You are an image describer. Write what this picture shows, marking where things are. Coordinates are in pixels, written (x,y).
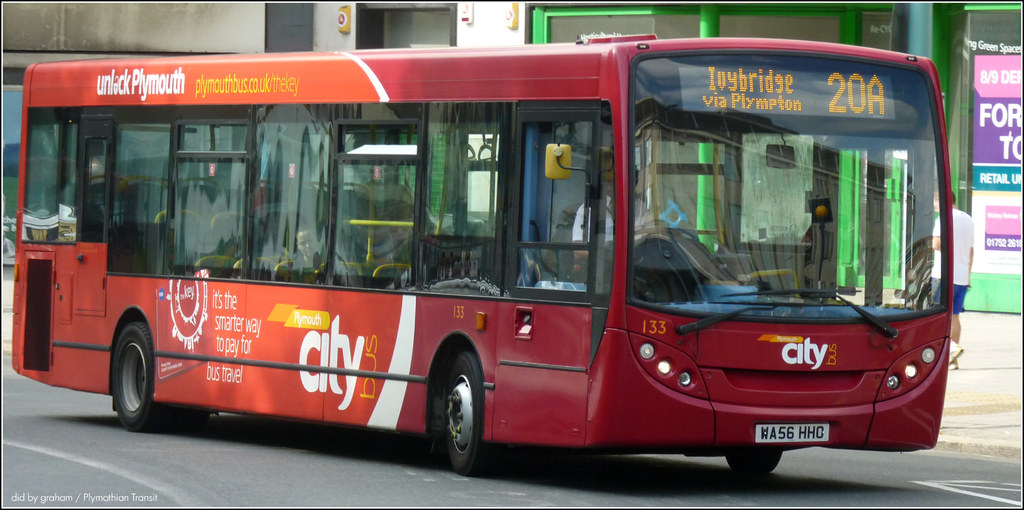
This image is taken outdoors. At the bottom of the image (199,483) there is a road (564,478). In the background (490,16) there is a building (487,25) with a door (447,30). On the right side of the image (994,143) there is a board (1005,136) with a text (996,158) on it and a man (955,253) is walking on the road (821,484). In the middle of the image (358,183) a bus (253,281) is moving on the road (807,487).
